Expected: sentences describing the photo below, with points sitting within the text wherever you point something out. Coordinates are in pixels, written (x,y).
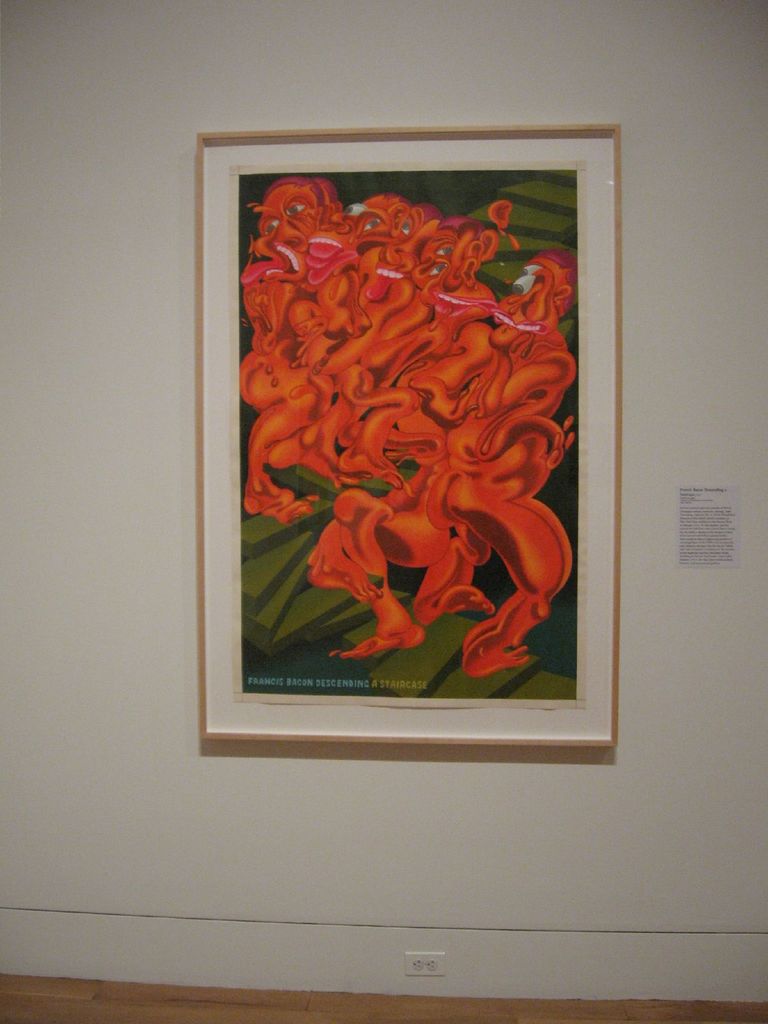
In this image we can see a frame (534,638) and a poster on the wall (664,534).
